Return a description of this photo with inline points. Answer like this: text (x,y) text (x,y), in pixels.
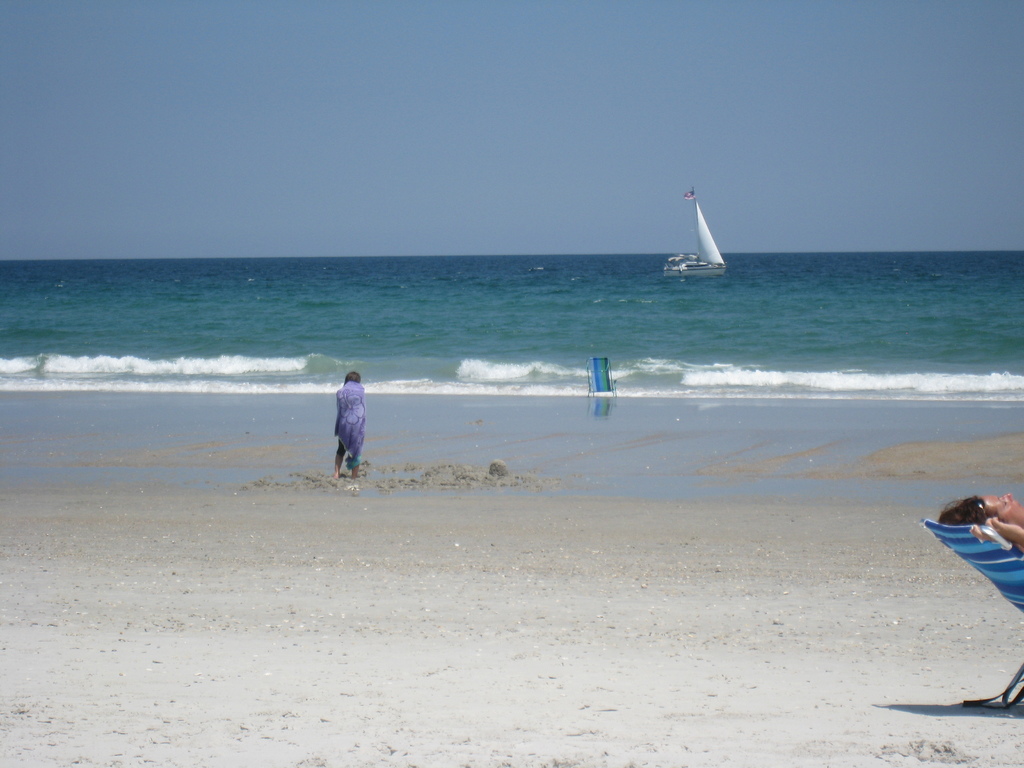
In this image, we can see a person (356,469) is standing on the sand (322,561). Background (490,274) we can see a boat (669,274) is sailing on the water (561,302). Here there is a chair (599,381). Top of the image (600,137), we can see the sky (535,121). On the right side of the image (1021,519), we can see a person (1009,505) is on the chair (972,559).
